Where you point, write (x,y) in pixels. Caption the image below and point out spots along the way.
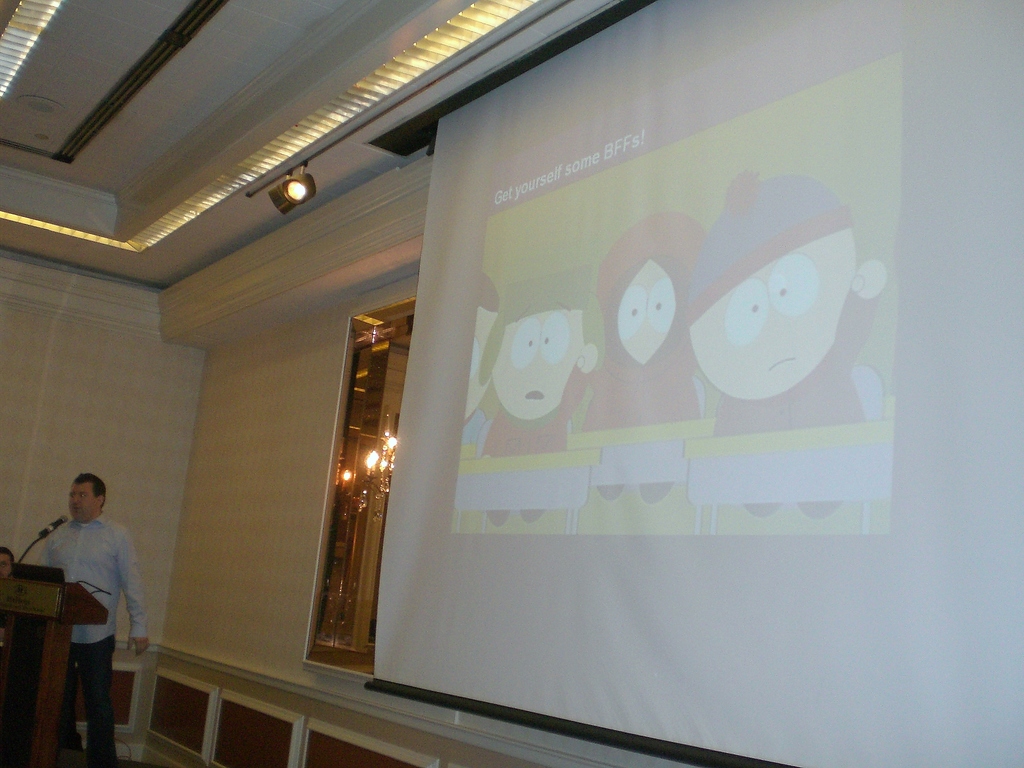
This picture is clicked inside. On the left (92,555) there is a person (105,561) standing on the ground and there is a microphone (44,538) attached to the podium (43,642). In the background (102,378) we can see the wall (245,354), projector screen (454,454), lights (388,448), window (353,588), roof (203,119) and a focusing light (287,210).
